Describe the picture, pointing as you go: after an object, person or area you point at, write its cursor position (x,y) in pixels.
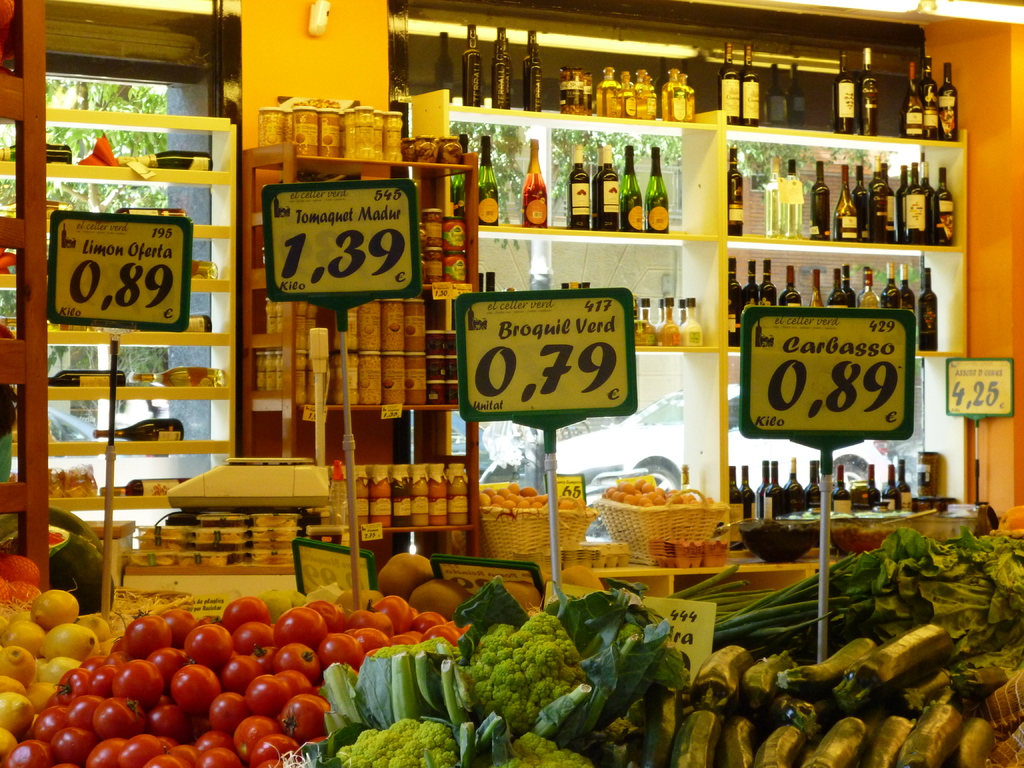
In this picture, there are vegetables (787,657) like tomatoes (291,636), cauliflowers (591,692), zucchinis (945,739), leafy vegetables (993,653), etc are placed at the bottom (634,665). In the center (627,397), there are boards (810,429) with some texts (894,414). On the top (943,224), there are racks (160,448) filled with bottles (607,111) and jars (371,122).
